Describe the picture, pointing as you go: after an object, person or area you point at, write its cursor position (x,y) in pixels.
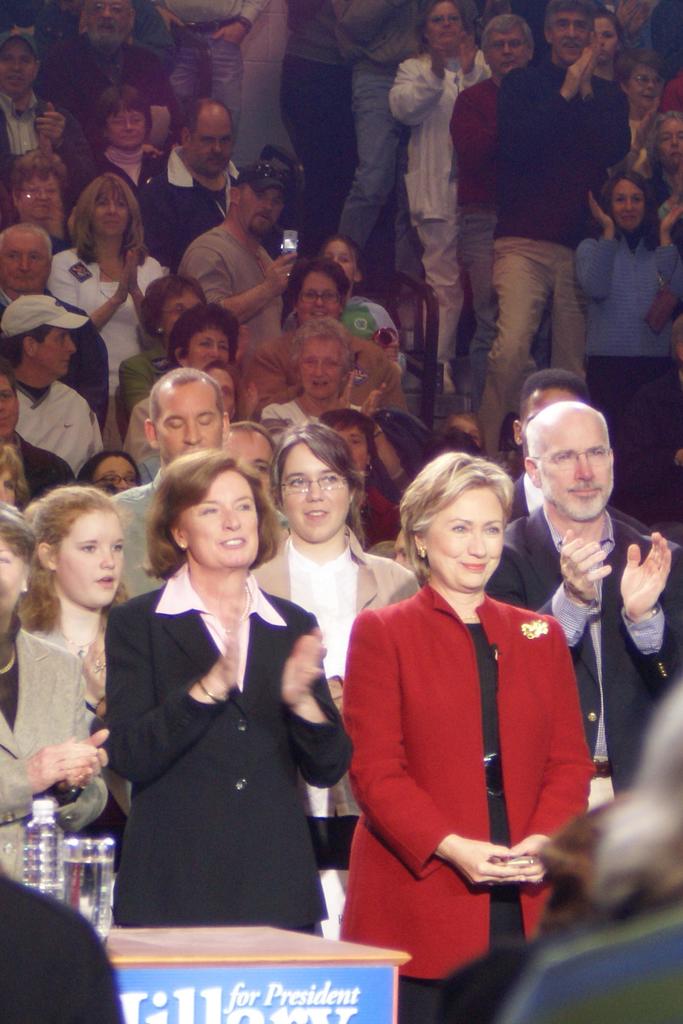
In the image I can see few persons (335,663) are standing, at desk (255,953) and on the desk (176,943) I can see a glass (93,874) and a water bottle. In the background (219,333) I can see few other persons (224,202).
